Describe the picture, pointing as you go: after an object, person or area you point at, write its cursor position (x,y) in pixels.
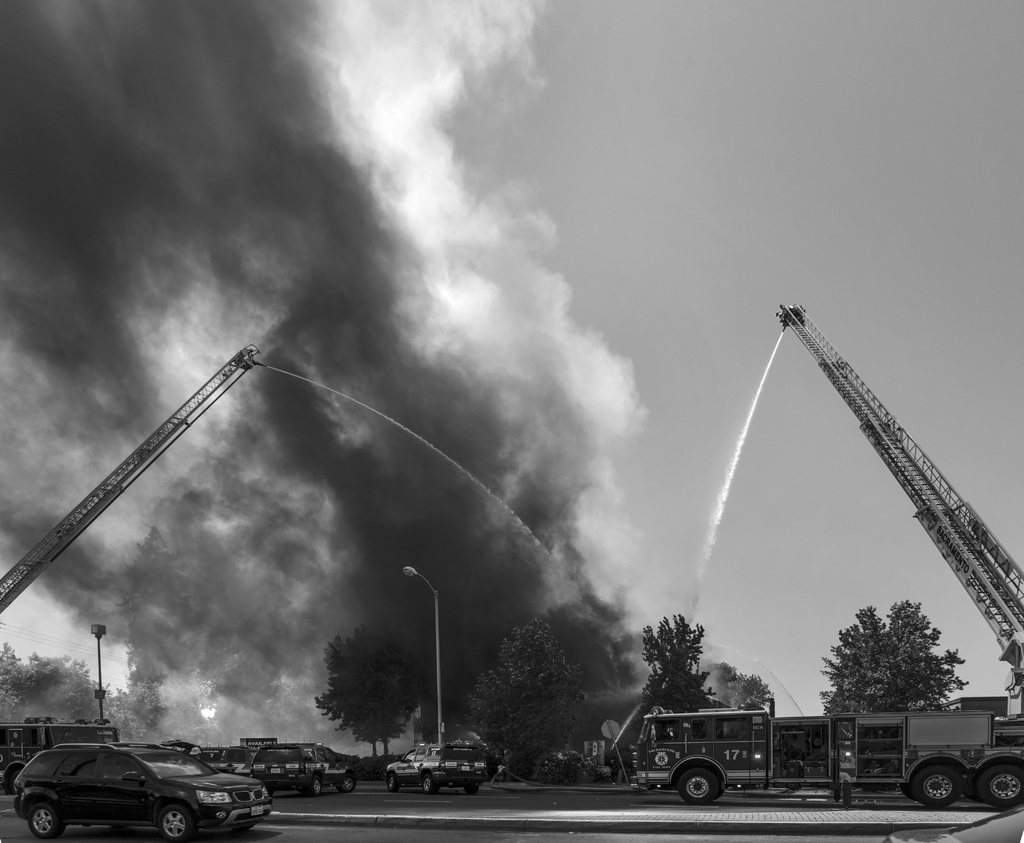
This is a black and white image. In this image we can see the fire engines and some cars (295,783) on the road (618,809). We can also see a street pole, a group of trees (520,746), the smoke (312,683), a pole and the sky (604,198) which looks cloudy.
